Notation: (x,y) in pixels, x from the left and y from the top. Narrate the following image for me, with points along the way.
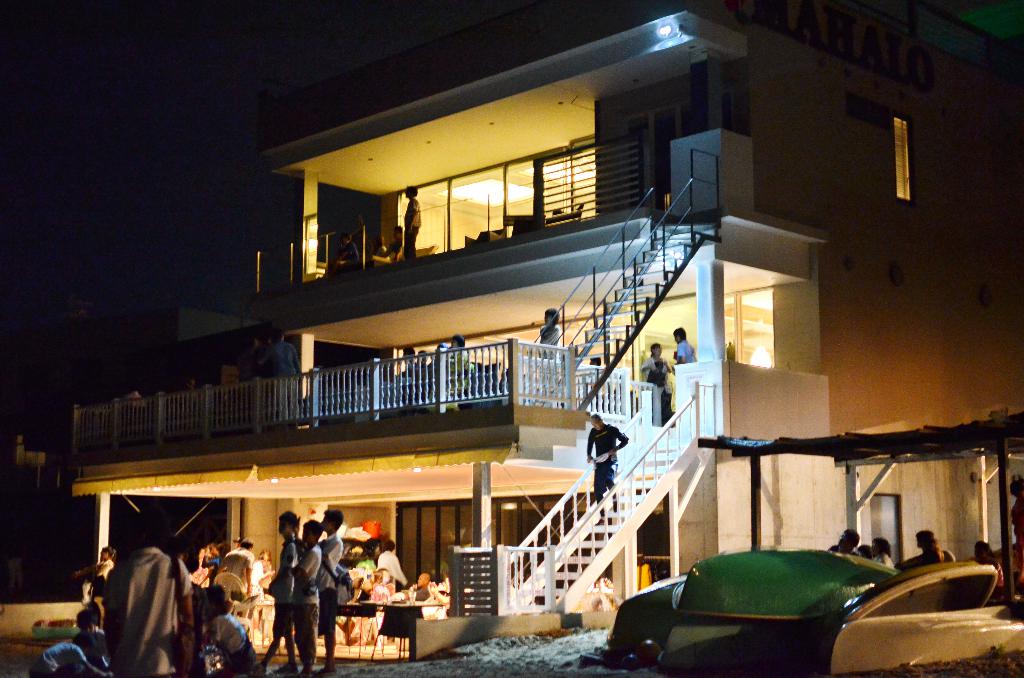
In the foreground of this image (547,443), there is a building (587,423) where few persons (281,363) are present in it. In front (313,598), there are three men (308,583) standing on the ground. On right (936,554), there are few persons (918,560) under a shed (913,450).
